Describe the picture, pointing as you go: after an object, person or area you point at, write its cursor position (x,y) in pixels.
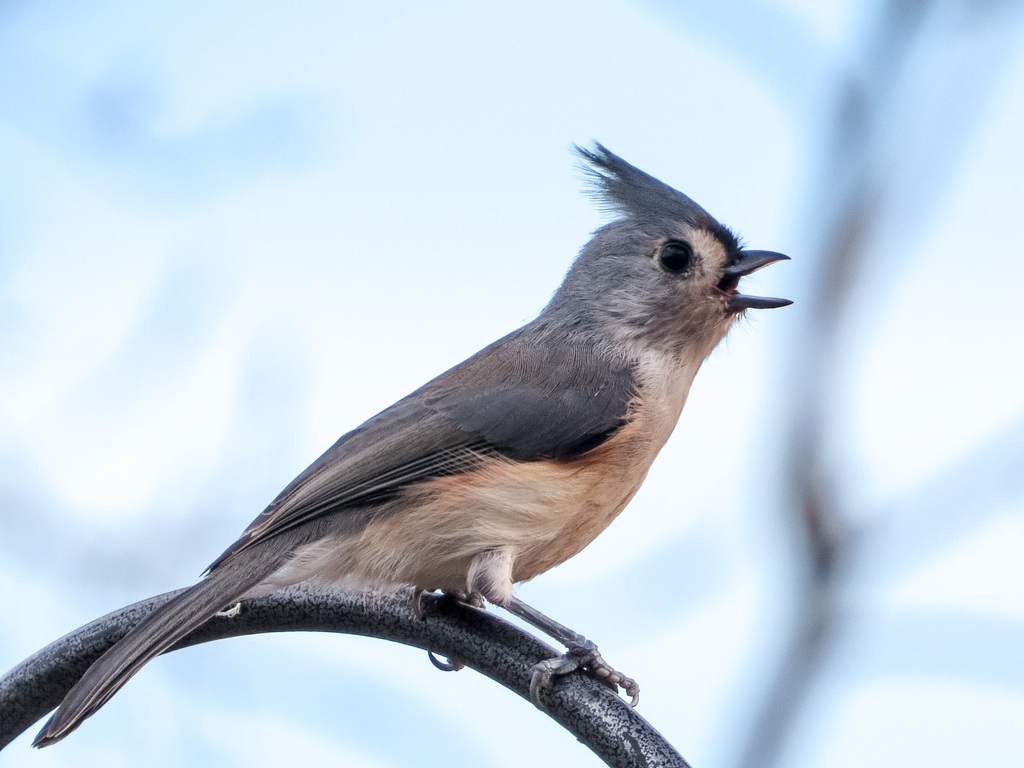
In this image in front (614,676) there is a bird (406,528) on the metal rod (616,704). In the background of the image (494,211) there is sky (231,237).
